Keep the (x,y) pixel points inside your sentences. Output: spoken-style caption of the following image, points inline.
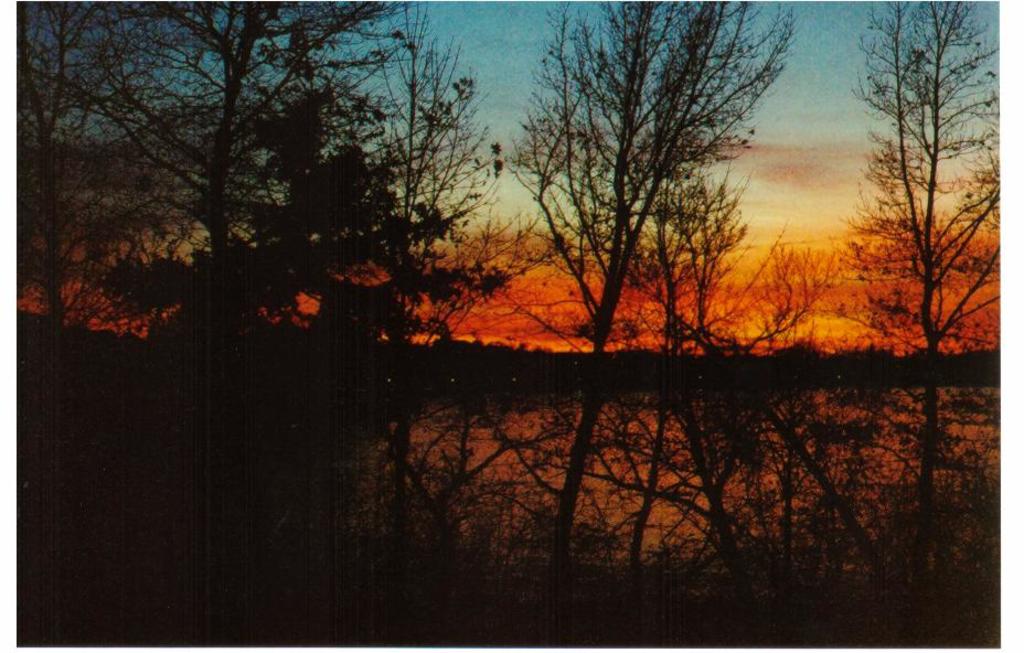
In this image we can see trees (641,511), after that we can see the hills (727,383), at the top (822,173) we can see the sky (736,291) with clouds (756,292).
